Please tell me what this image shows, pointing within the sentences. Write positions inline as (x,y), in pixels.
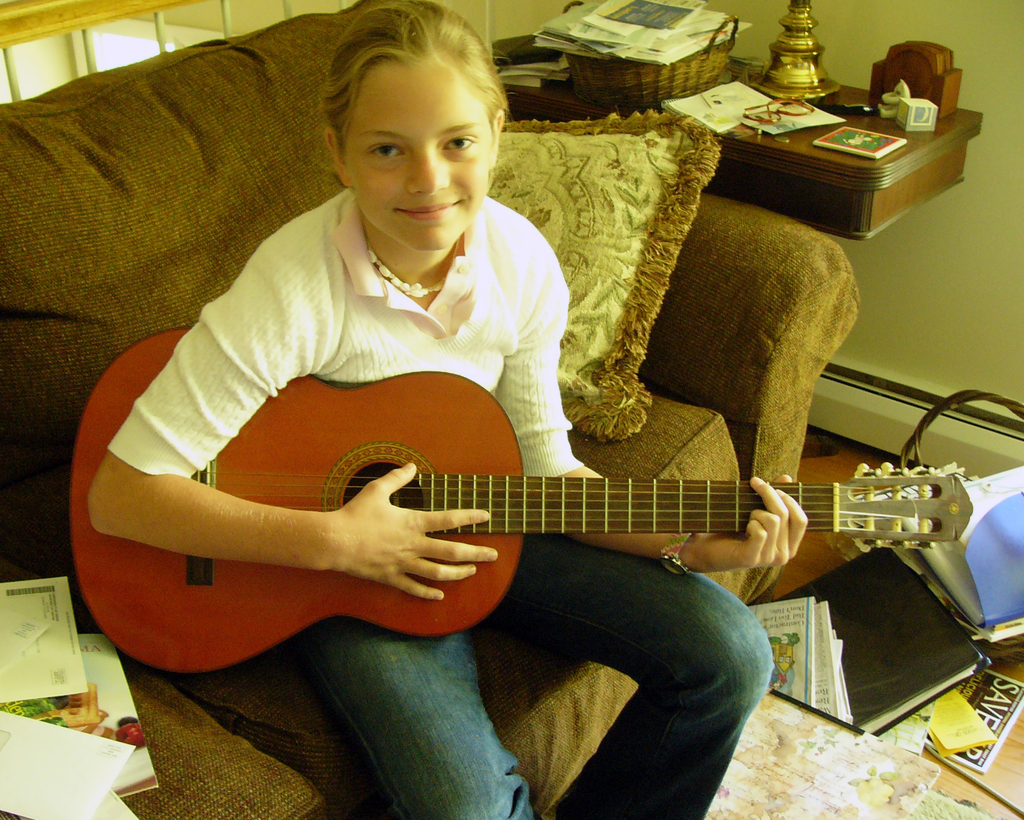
In this image there is a girl (496,212) sitting on a sofa (680,475) and holding a guitar (392,377). She is wearing white sweater (352,371) and blue jeans (450,652). To the top right (733,175) there is a desk (811,222), on the basket (665,66) of papers (661,29), books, etc. In the bottom right (957,684) there are some files (971,652), papers (999,695) and books (888,715).
